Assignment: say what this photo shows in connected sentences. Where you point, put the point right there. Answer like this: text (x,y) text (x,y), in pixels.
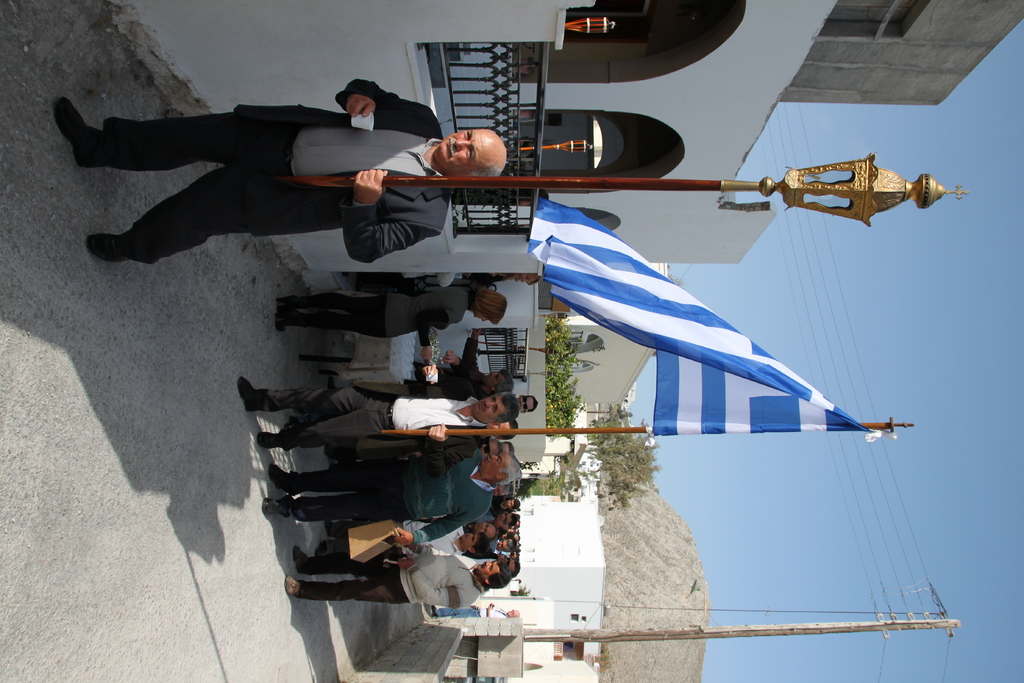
In this picture we can see people (346,295). One person (426,406) is holding a flag (738,429). Another person (237,192) is holding a light pole (789,191). Background (557,383) we can see buildings (760,83), trees (615,473), mountain (689,620), pole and sky (946,459). These are grills (518,343).
